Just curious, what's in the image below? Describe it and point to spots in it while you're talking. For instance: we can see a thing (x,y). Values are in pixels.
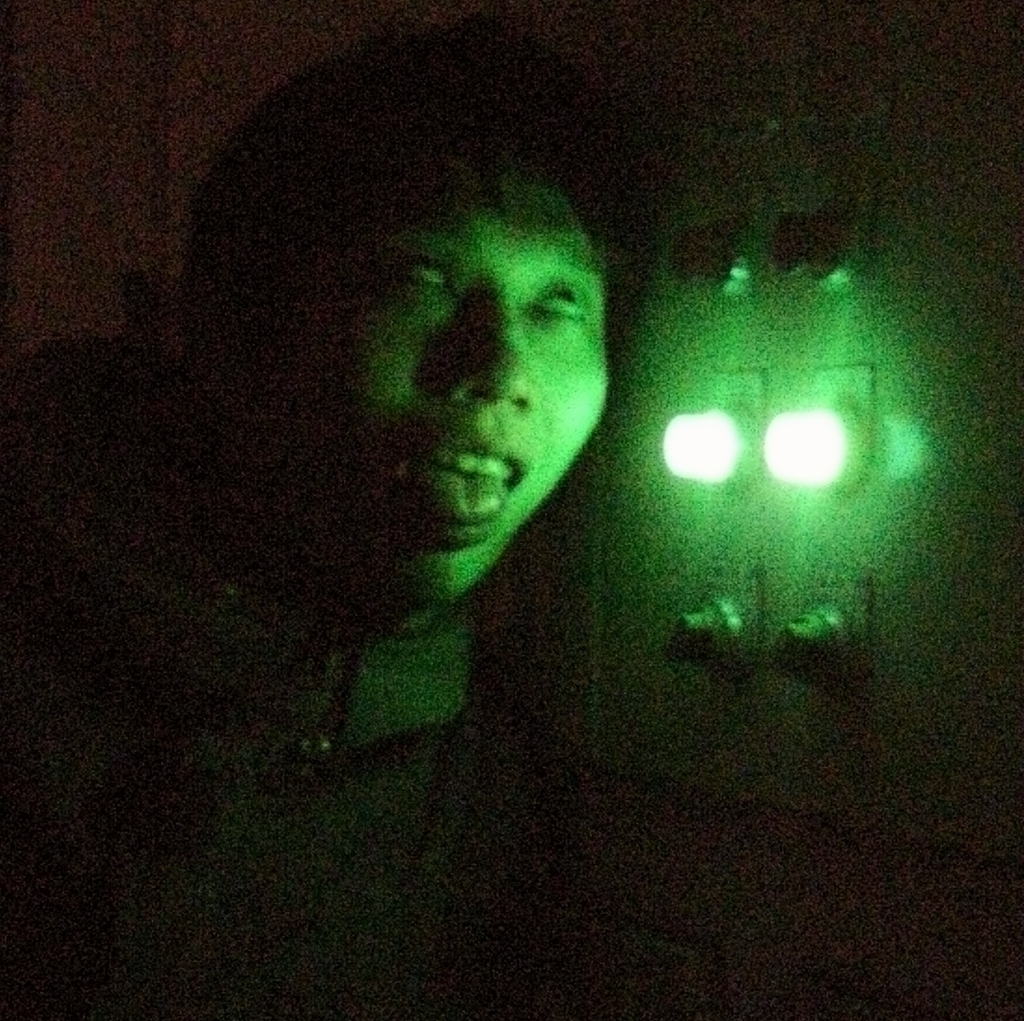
In this image I can see a person (475,565). Background (799,421) I can see two lights (799,435) in green color.
